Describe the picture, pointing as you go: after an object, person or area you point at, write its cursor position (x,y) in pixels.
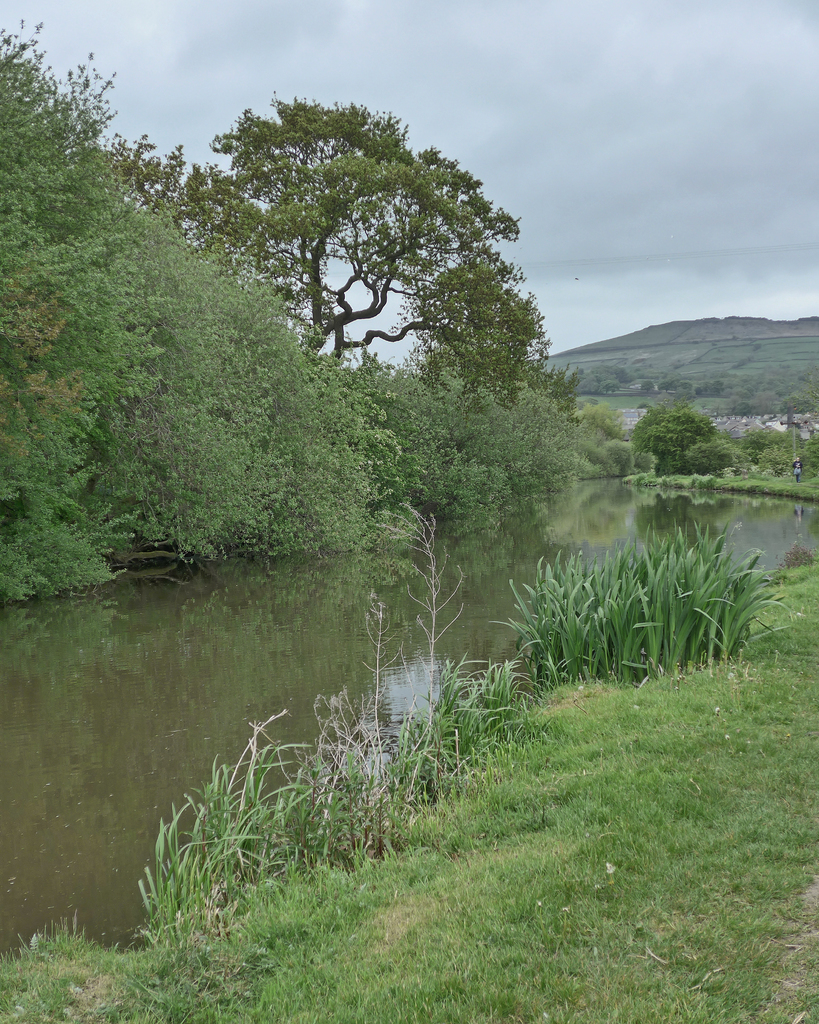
In the picture I can see the water (386,703), trees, plants (474,750) and the grass (562,759). In the background (649,189) I can see the sky (678,199).
